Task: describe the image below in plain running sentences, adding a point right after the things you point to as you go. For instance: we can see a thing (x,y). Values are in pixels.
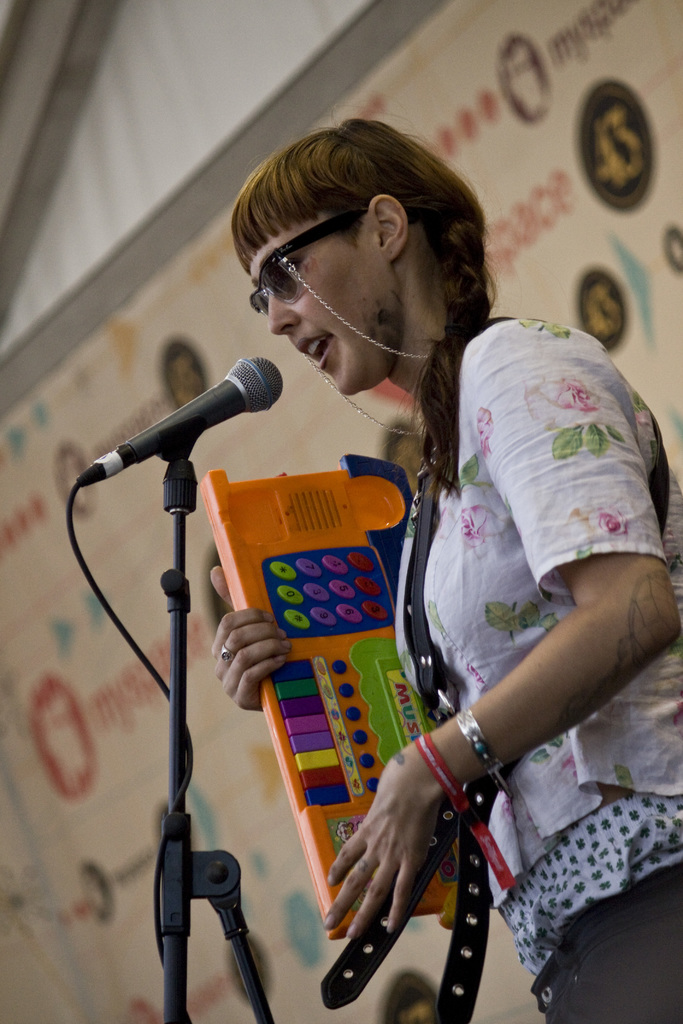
This image consists of a woman (488,714) wearing white shirt (559,530) and shades (301,285) is singing. In front of her, there is a mic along with mic stand (171,1021). She is holding a piano (309,806). In the background (63,386), there is a wall (410,110) on which there is a poster (31,525).
